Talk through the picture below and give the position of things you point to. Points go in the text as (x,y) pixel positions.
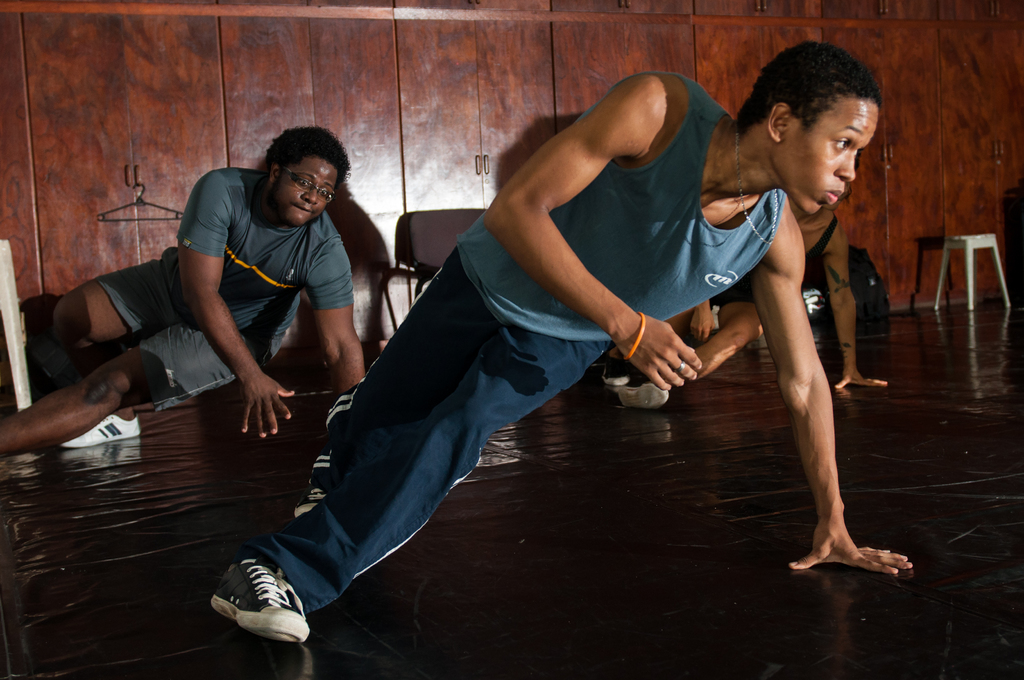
In this image there are persons (508,294) dancing. In the background (945,262) there is a stool (965,246) and there are objects (397,274) which are brown and white in colour and there are cupboards (465,112).
